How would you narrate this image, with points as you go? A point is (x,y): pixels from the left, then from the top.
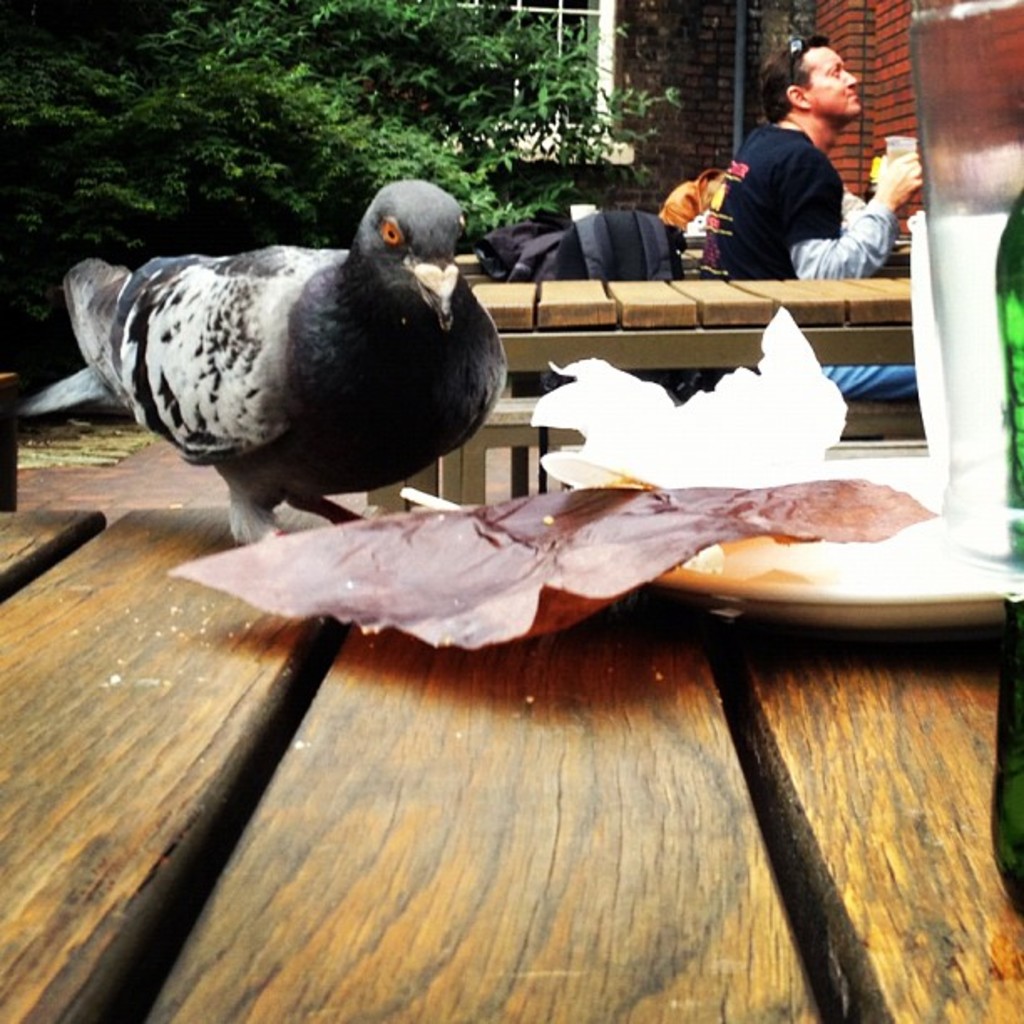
In this image, there is a person (791,194) in the top right of the image (756,185) wearing clothes (778,194) and sitting in front of the table (832,304). There is a bag (599,248) behind this person (754,219). There is a tree (157,103) in the top left of the image (158,113). There is an another table (117,638) at the bottom of the image (143,686) contains dove (364,385) and plate (841,589).
